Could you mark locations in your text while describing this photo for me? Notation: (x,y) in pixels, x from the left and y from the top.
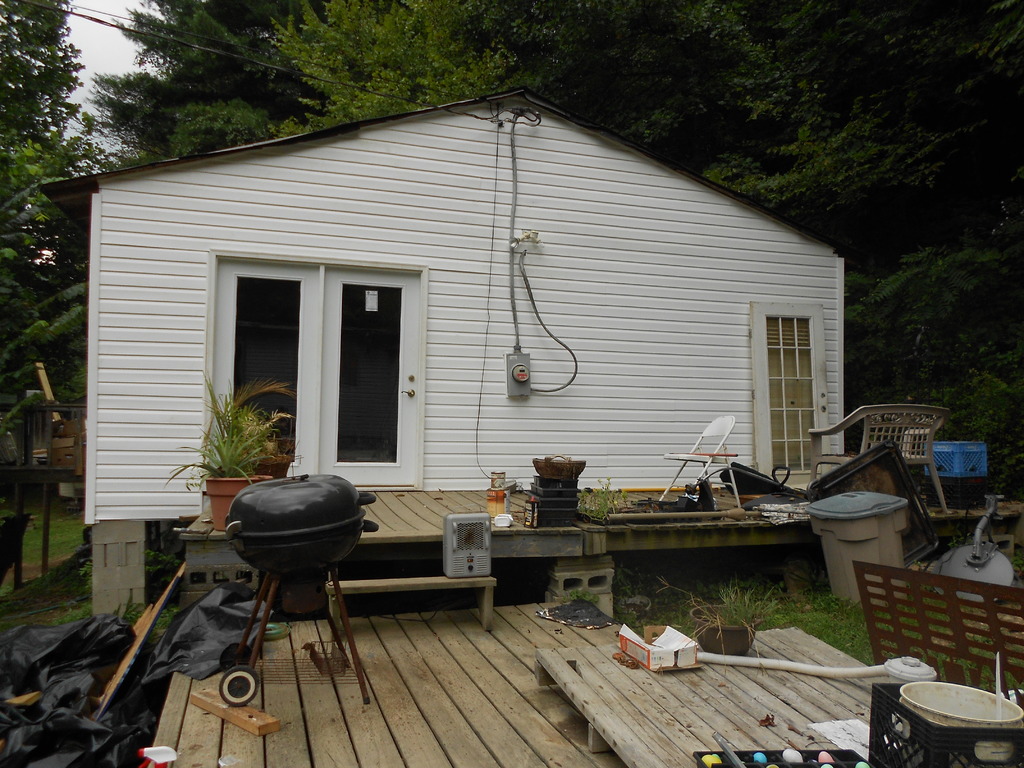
There is a house (586,364) in the center of the image (424,371) on which there are windows (286,360) and there are some tools (787,502), chairs (685,452), it seems like crates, trash bucket (851,521) and other objects (826,482) on the wooden surface (486,665). There are trees (238,46), wires (189,47) and sky (130,60) in the background area (184,71).
